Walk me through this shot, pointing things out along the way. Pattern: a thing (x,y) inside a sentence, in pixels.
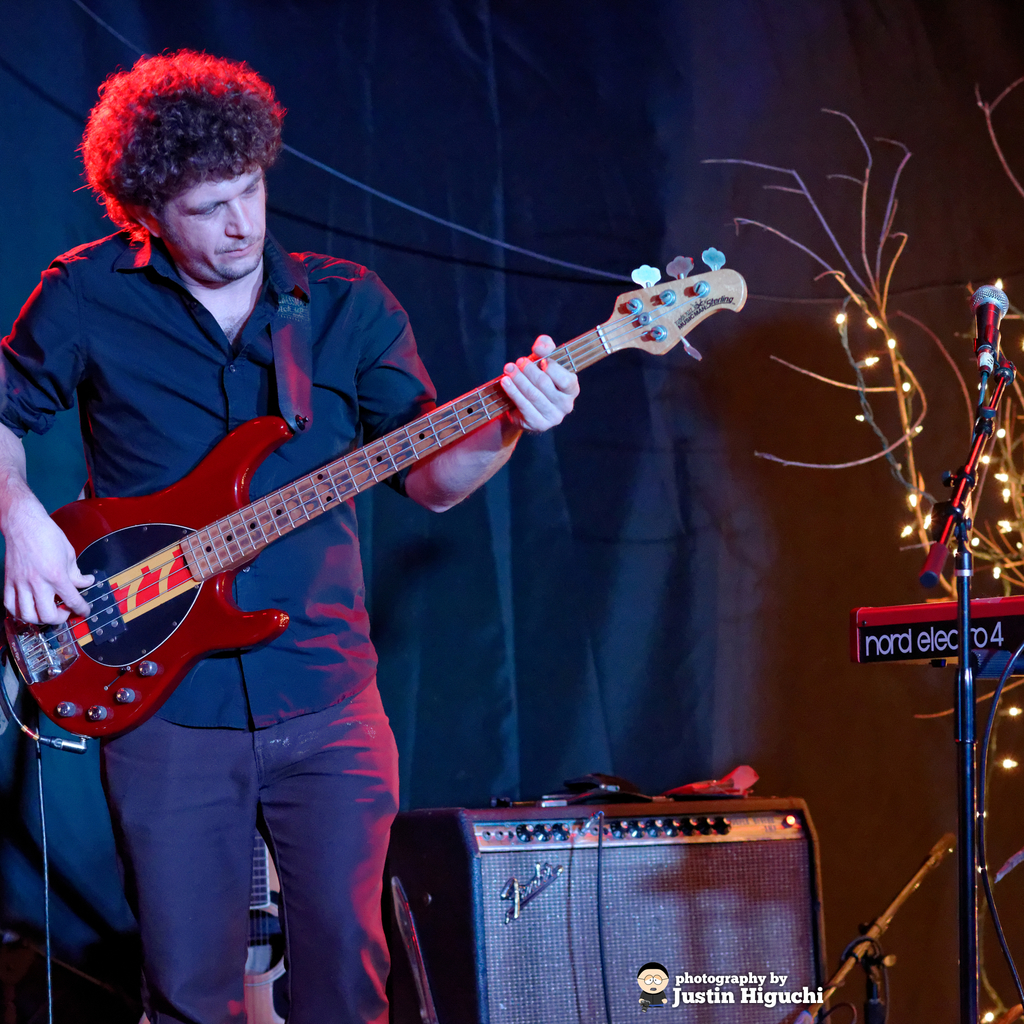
In the left side (264,485) corner we can see one man (217,701) is playing guitar (252,538). And the right side we can see the microphone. and coming to the background (565,464) we can see the curtain (419,129).
